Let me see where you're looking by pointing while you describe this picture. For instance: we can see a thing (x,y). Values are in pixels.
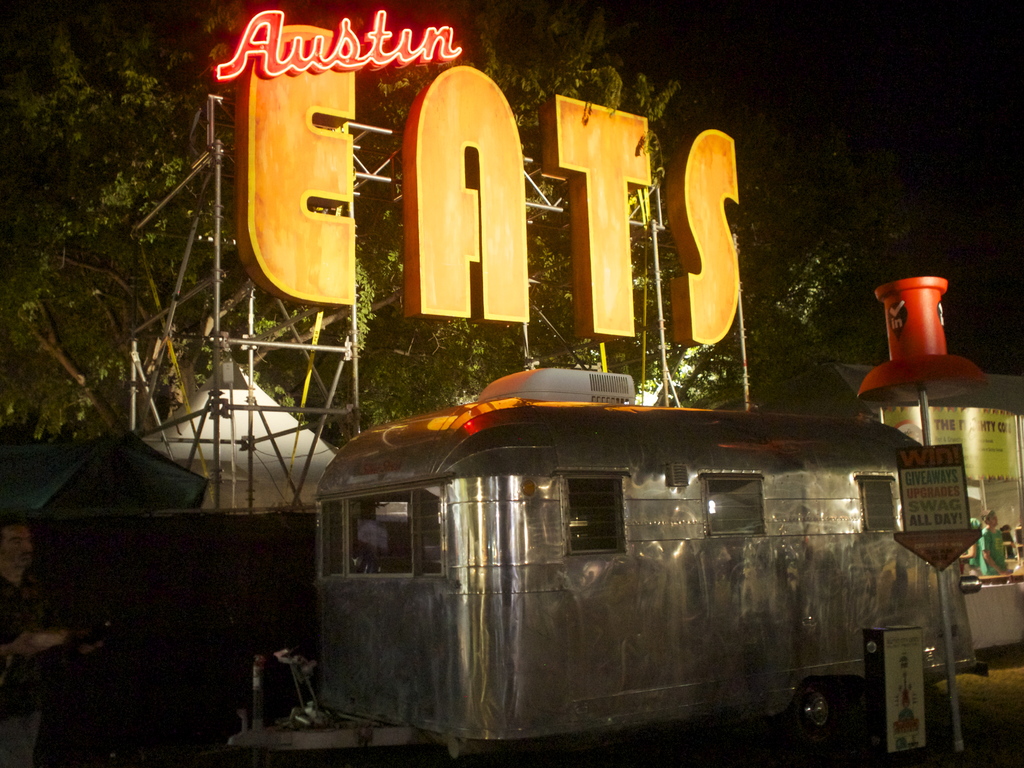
At the bottom of this image (540,524), there is a vehicle (702,451) on the road (602,735). On the right side (957,700), there is a signboard (920,503) attached to a pole (939,570). Beside this pole (939,570), there is a hoarding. In the background (715,310), there is a hoarding (682,303), there are trees (168,64), shelters (271,457) and a person (990,521). And the background (696,45) is dark in color.
